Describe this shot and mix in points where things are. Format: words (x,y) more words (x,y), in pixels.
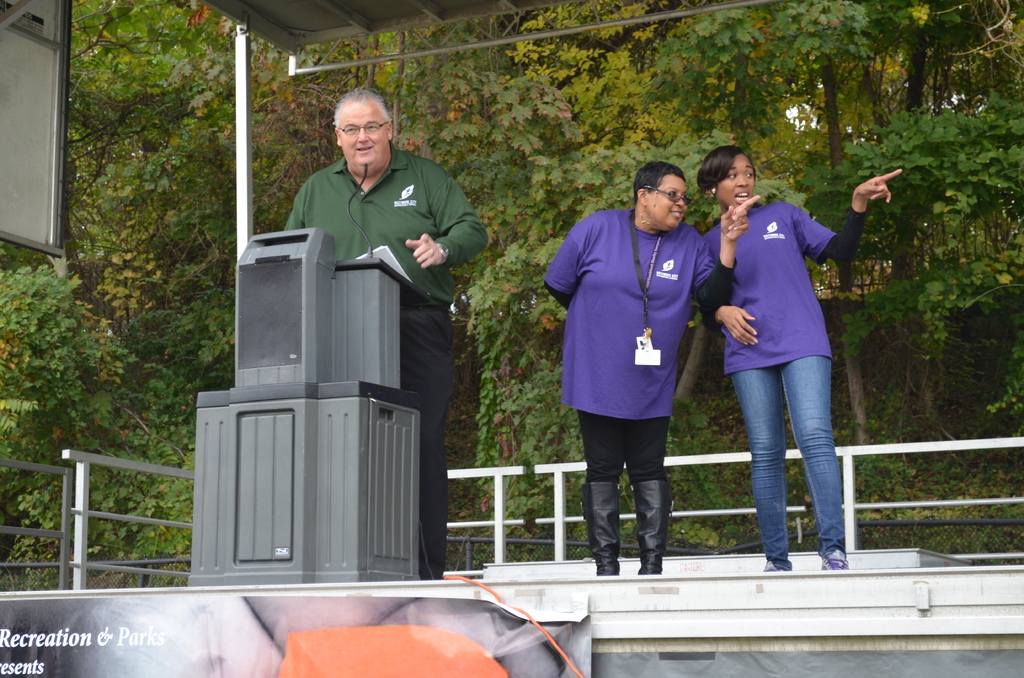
In this picture I see a man (364,186) in front (340,208) who is standing in front of a podium (333,360) on which there is a mic (349,218) and I see 2 women (568,283) beside him and I see something is written on left bottom of this image (72,648). In the background (104,182) I see number of trees (213,240).
